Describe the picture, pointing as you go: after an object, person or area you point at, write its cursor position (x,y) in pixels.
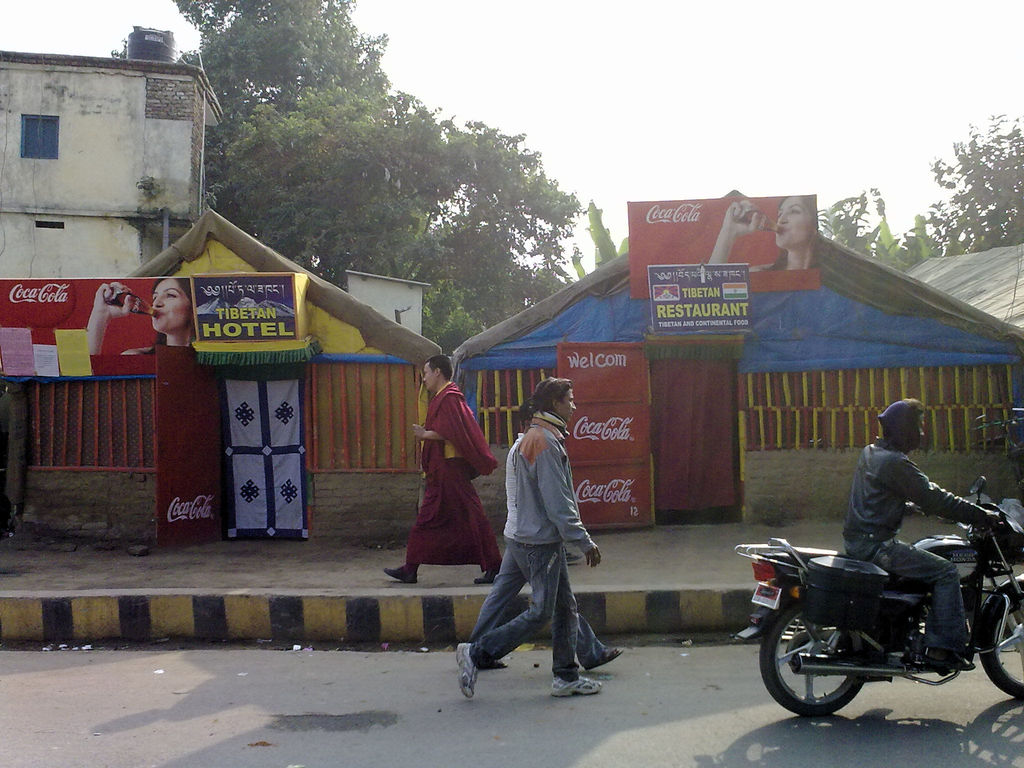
This is a picture taken in the outdoor, on the road (512,658) the two persons (535,574) were walking and the man (854,491) is riding the motorcycle (903,614) and the other man (431,545) is walking on the path (360,556) and back side of this people (458,493) there is a hotel (525,380) and trees (344,129), sky (565,109).
